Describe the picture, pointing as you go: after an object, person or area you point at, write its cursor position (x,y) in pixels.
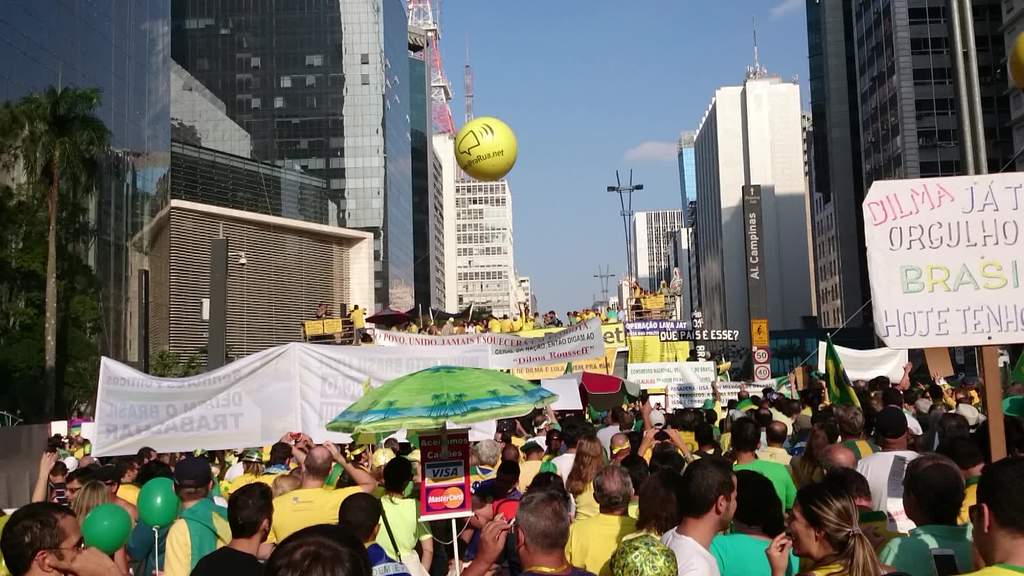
This image consists of many persons (410,537) walking in the street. They are holding banners (256,418) and placards (572,397). To the left (336,249) and right, there are buildings (206,187). At the top (572,94), there are clouds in the sky (532,183).
